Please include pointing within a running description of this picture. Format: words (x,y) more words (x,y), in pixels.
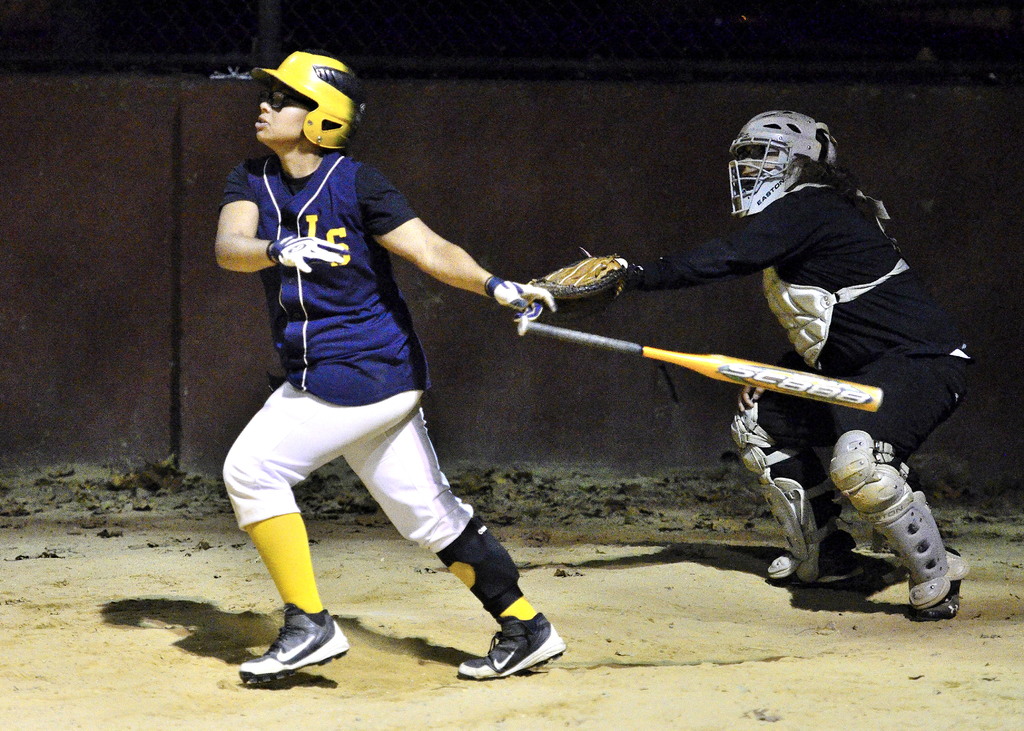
In this image we can see a person (289,367) is walking and there is a bat (744,379) in the air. On the right side (767,279) we can see a person (885,329) in squat position on the ground (639,663). We can see both the persons (364,312) are having helmets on their heads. In the background (93,366) we can see wall (732,450) and leaves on the ground (536,568).
